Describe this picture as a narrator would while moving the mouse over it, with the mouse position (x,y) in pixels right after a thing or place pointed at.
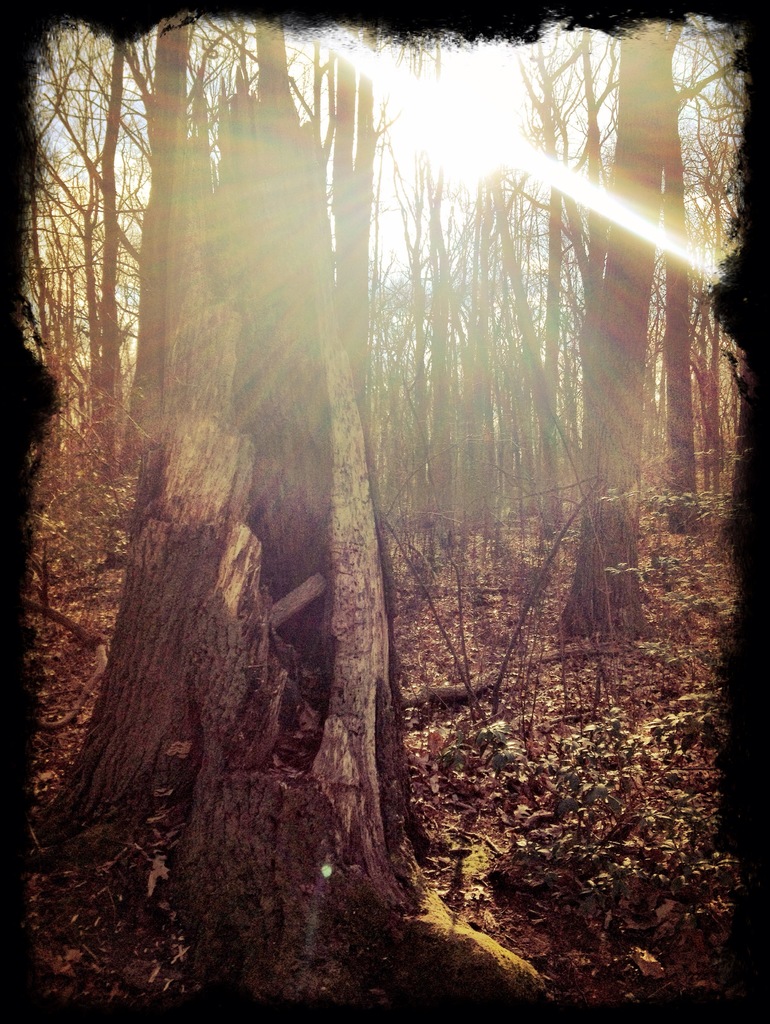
In the image on the ground (564,854) there are dry leaves (547,648). And also there are trees (592,439) and there is sunlight (501,151).
